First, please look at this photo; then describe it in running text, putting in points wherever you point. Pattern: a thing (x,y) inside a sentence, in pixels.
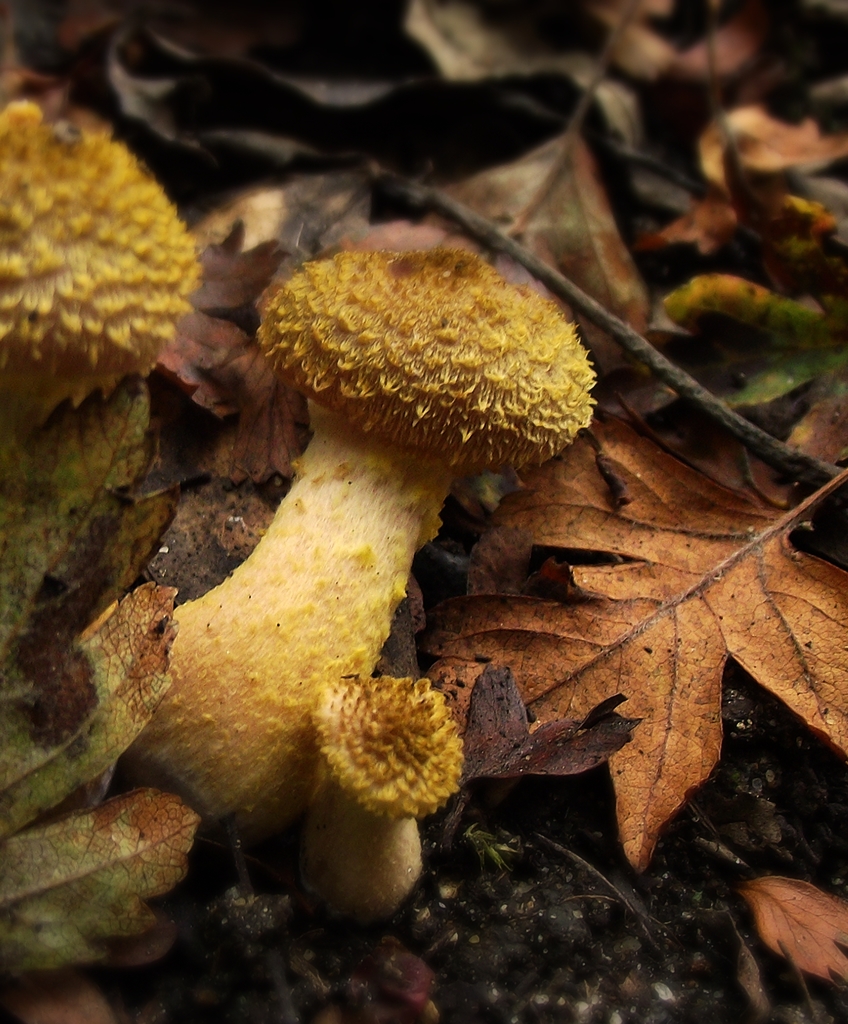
In this image, we can see mushrooms (365,559) and some dried leaves (49,496).
